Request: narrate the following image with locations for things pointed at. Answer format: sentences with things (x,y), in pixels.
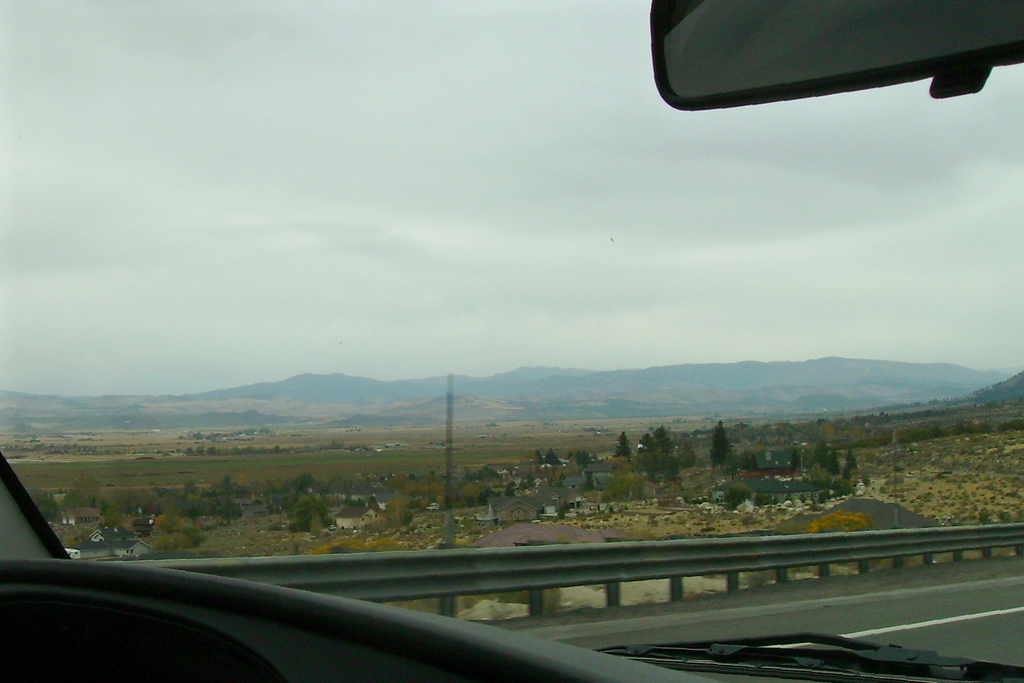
It is a glass (441,438) of a vehicle (444,630), outside this there are trees (607,489) at the top (463,189) it is the sky (480,183).
